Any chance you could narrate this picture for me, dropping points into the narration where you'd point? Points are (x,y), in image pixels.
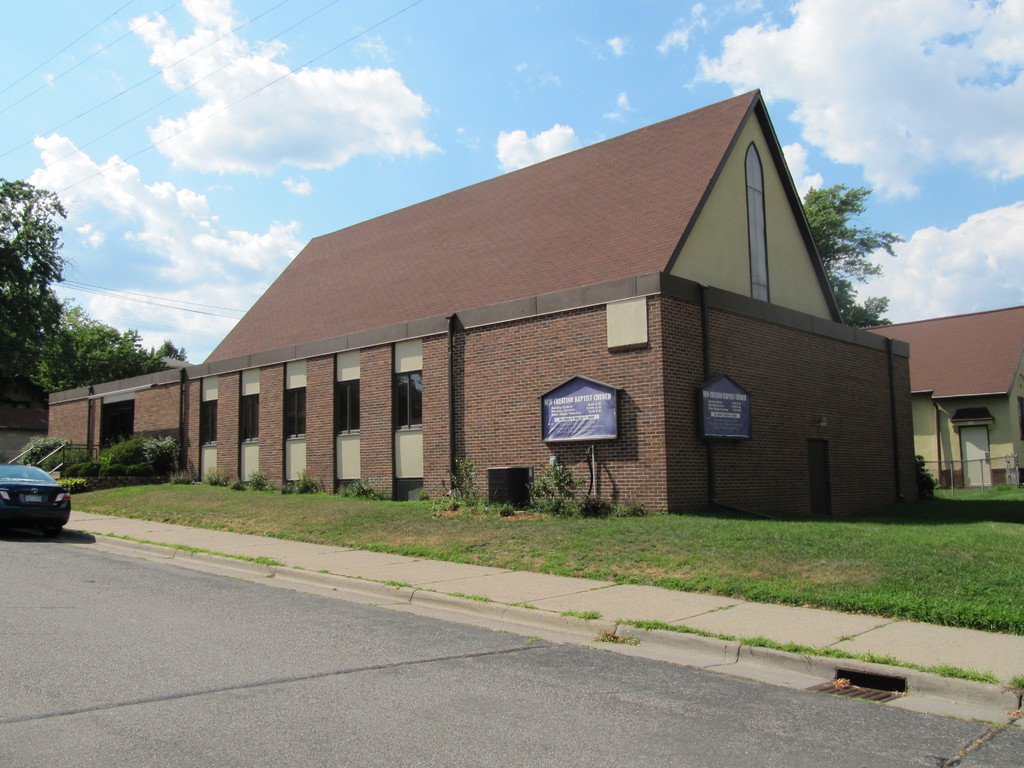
In this picture I can see there is a road (131,629) and there is a car (45,506) parked here on the road (39,543) and in the backdrop (305,500) there is grass (771,566) on the floor (594,544) and there are buildings (684,275) in the backdrop (104,410) and the sky (300,187) is cloudy.
